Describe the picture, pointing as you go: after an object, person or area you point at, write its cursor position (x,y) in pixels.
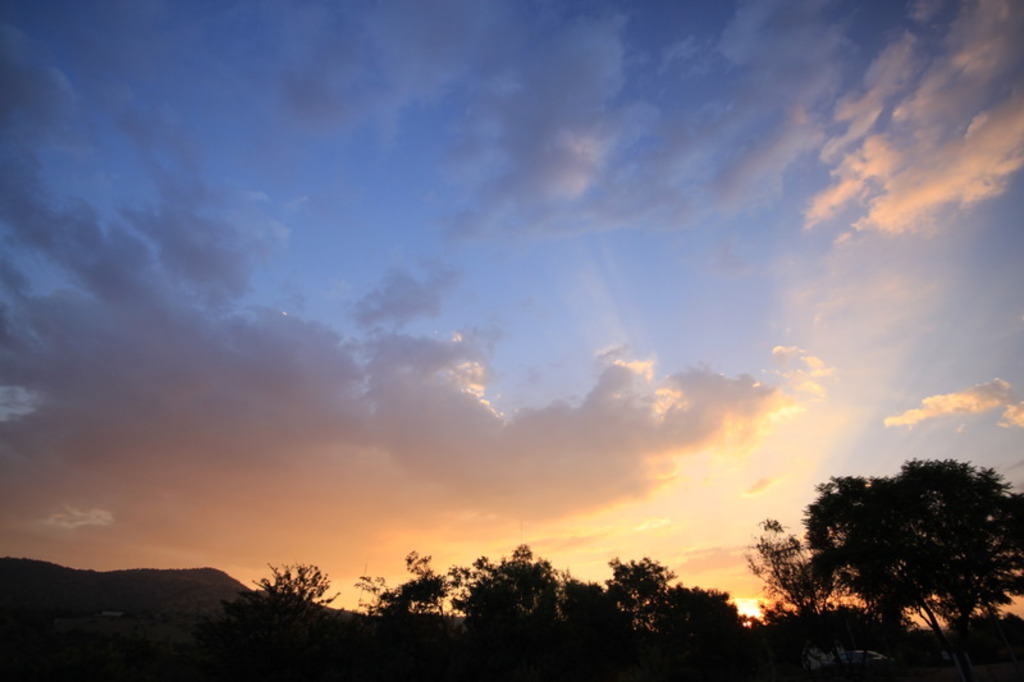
In this image, we can see a cloudy sky (409,450). At the bottom of the image (615,632), we can see trees (284,640), hill (177,593).
